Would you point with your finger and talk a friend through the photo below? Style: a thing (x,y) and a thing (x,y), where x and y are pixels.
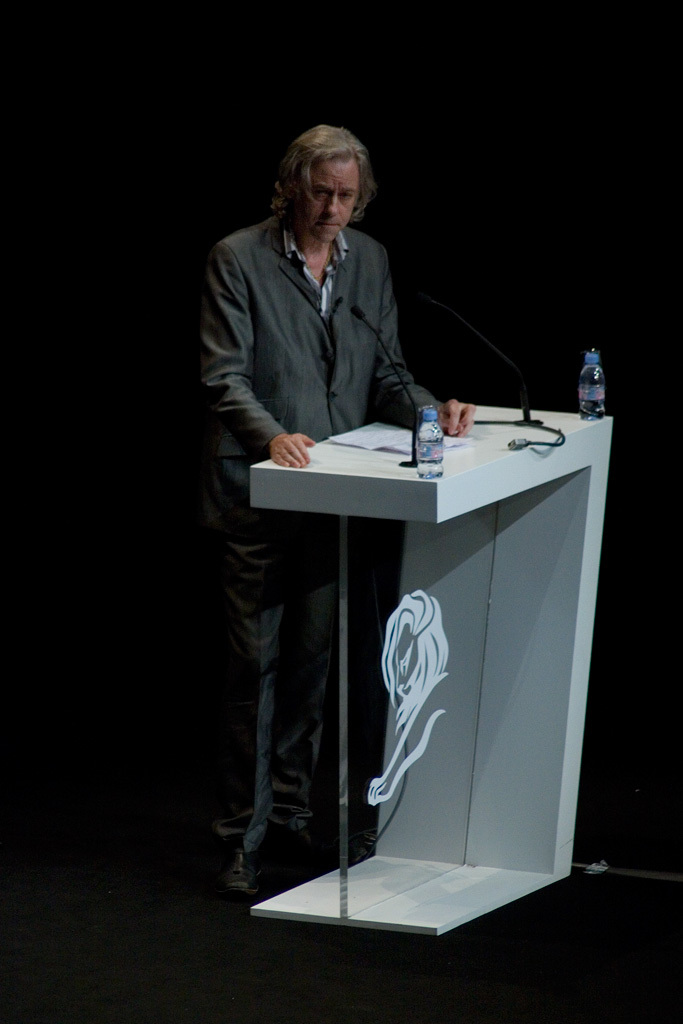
Here in this picture we can see a person (316,305) standing on a place over there and in front of him we can see speech desk (409,497) present and he is speaking something in the microphone (357,313) present on it over there and we can also see water bottles (440,438) present on it over there.
